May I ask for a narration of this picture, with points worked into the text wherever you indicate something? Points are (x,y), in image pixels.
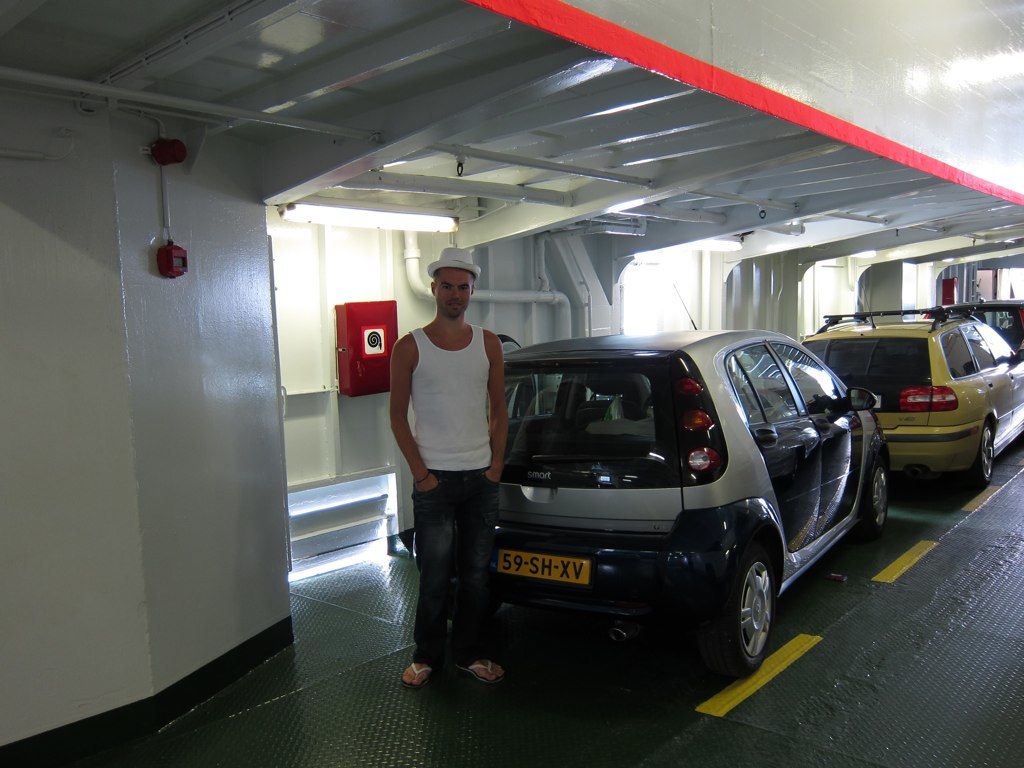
In this image I can see there are few vehicles (731,447) parked at right side (789,443) and there is a man (466,393) standing at the left side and he is wearing a cap (455,253). There are few lights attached to the ceiling (684,116).
